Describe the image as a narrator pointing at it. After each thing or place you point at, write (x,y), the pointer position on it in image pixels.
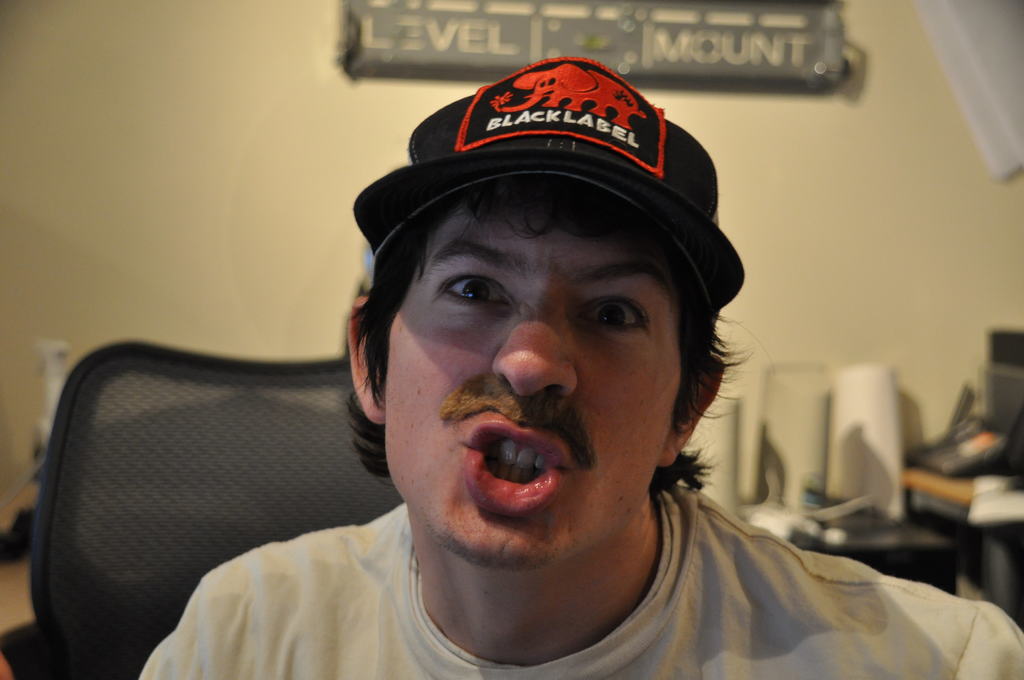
In the image we can see there is a man (615,488) sitting and he is wearing black colour cap (501,125). It's written ¨Black Label¨ and there is a chair (261,418). There are paper rolls (850,410) kept on the table (873,530) and behind there is a small hoarding (772,44) on the wall (920,138). Background of the image (861,80) is little blurred.
